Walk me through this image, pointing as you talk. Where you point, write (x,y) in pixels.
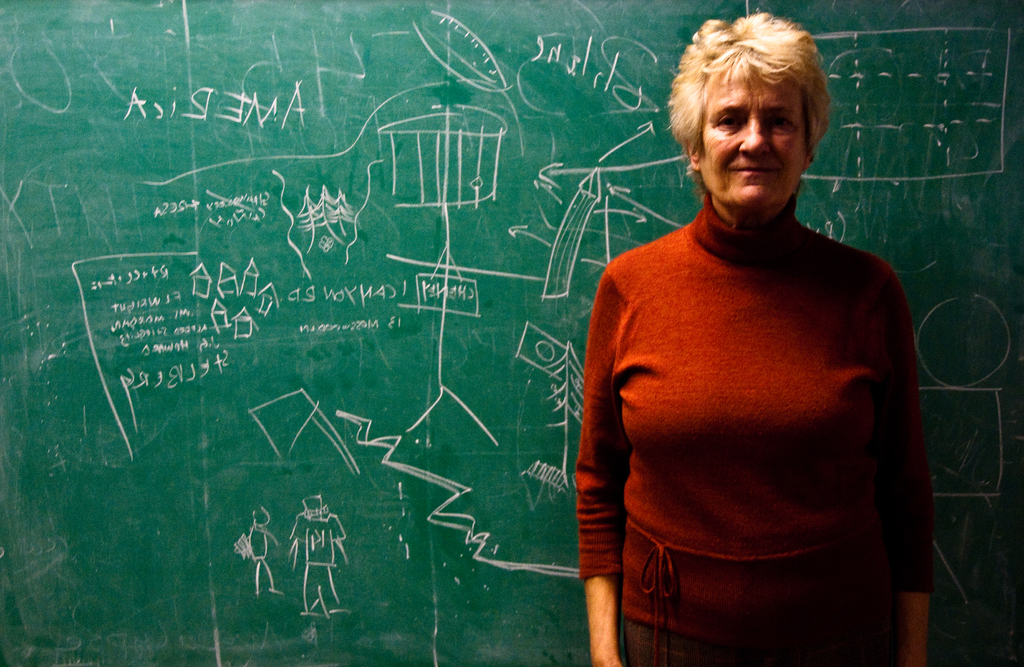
In this image I see a woman (706,233) who is wearing red top (617,437) and I see that she is standing. In the background (856,196) I see the green board (373,241) on which there is something written.
